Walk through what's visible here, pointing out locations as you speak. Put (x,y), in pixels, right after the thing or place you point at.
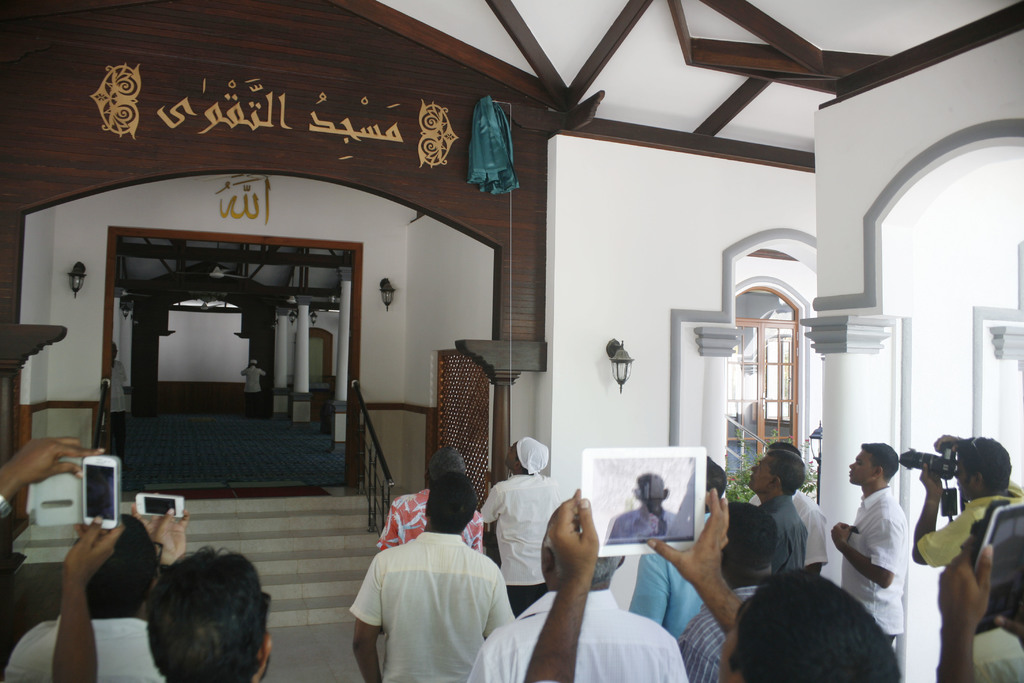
In the foreground of the picture (706,493) we can see people (787,512), electronic gadgets (153,507), camera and other things (3,548). In the middle of the picture (631,348) we can see staircase (306,542), railing (376,453), wall (596,307), lamp (613,367), board (380,125), cloth (486,151) and other objects (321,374). In the background (249,370) there are pillars (299,377), people (122,375) and other objects (265,261). On the right (869,349) we can see pillar (850,376) and window (734,373).
